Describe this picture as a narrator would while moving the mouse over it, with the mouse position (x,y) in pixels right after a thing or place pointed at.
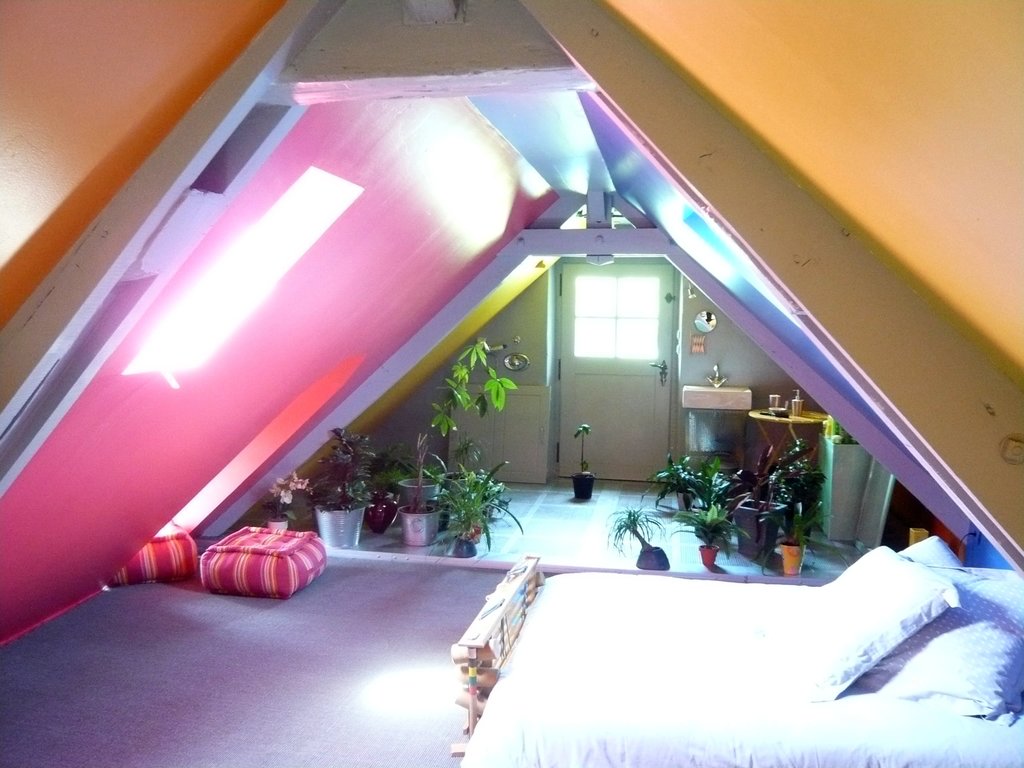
This picture is clicked inside the room (673,388). On the right (864,654) we can see the pillows (971,605) on the bed (595,724), we can see some objects (476,672) placed on the ground (595,483). In the background (688,384) we can see the wall (721,346), door (602,368), potted plants (820,502), wash basin (707,398), tap (720,381), table (791,419) and some other objects (765,414). At the top (405,175) we can see the roof (397,215) and the light (452,154).
